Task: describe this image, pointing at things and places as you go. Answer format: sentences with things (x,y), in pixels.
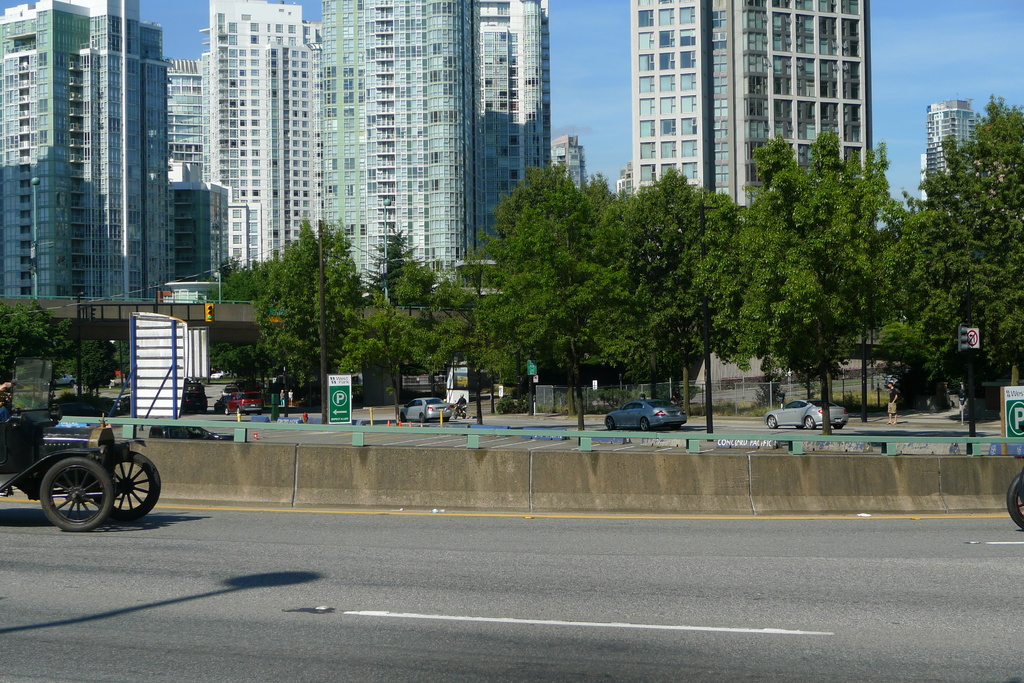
In this image in the center (674,408) there are vehicles (116,481) moving on the road (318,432) and there are trees (470,360) and there are boards (337,407) with some text (1017,411) written on it. In the background (200,164) there are buildings (392,112) and the sky (889,99) is clear.
